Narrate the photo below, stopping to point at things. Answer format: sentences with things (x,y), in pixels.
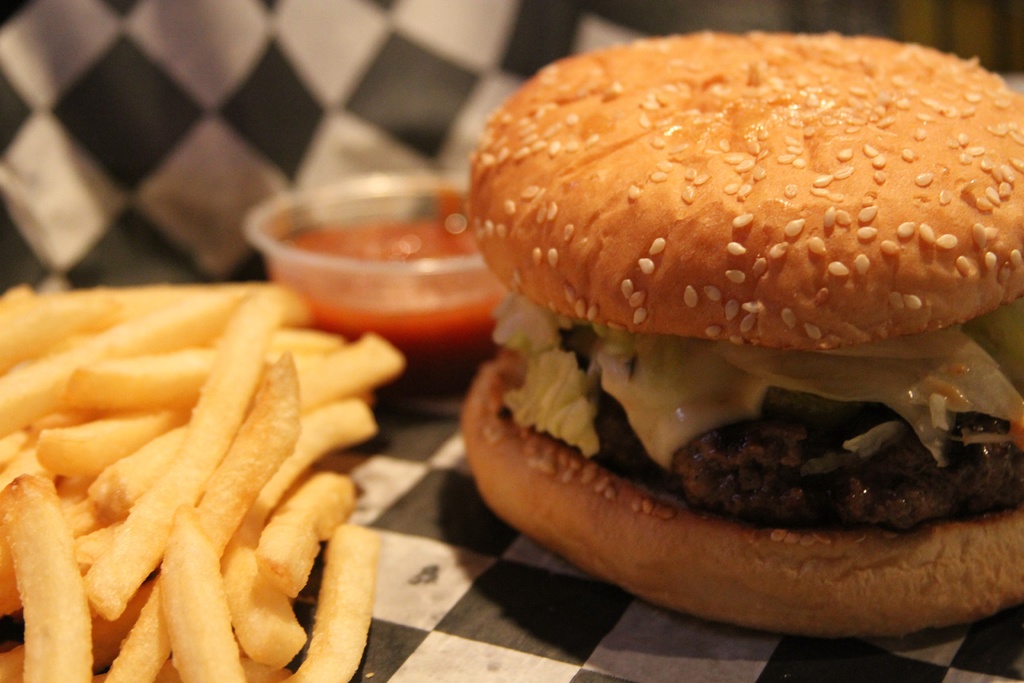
In this image we can see there is a burger (646,384), french fries (239,495) and sauce (407,296).
